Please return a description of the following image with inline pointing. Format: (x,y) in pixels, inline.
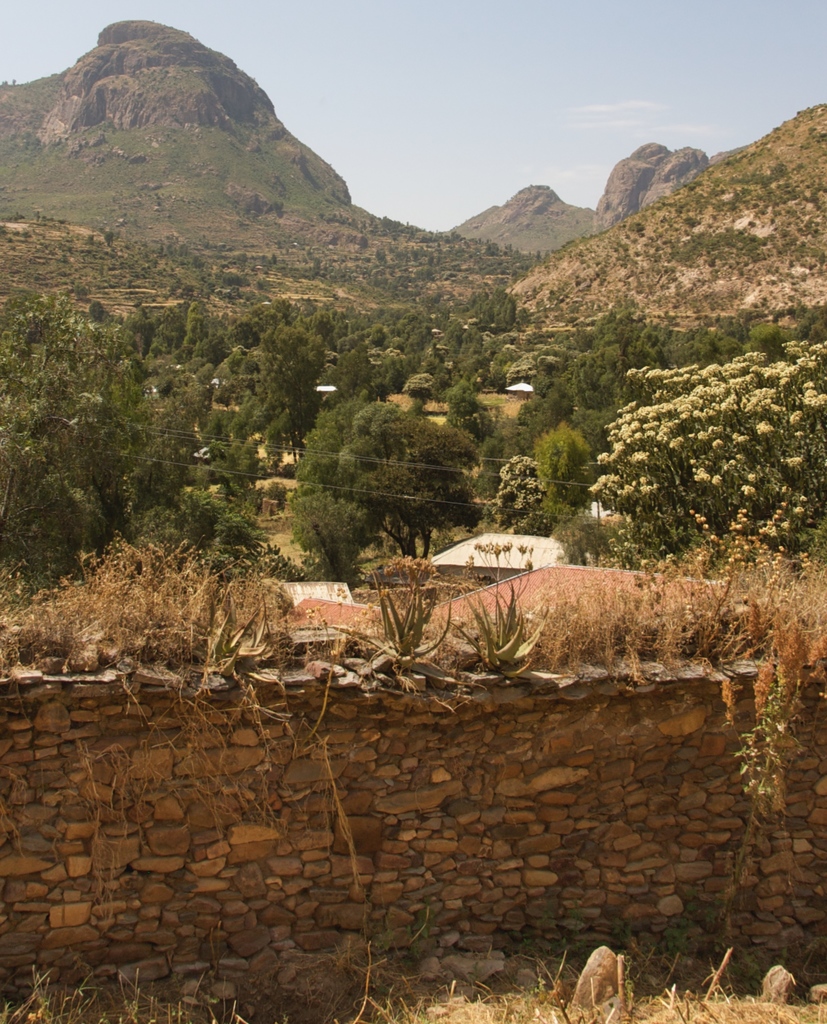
An outdoor picture. This wall (241,748) is made with stones (396,871). Far there are number of trees (583,453). Mountains (569,260), hills (652,176). Sky (634,63) is in blue color. Plants (688,401) with flowers (684,404).
